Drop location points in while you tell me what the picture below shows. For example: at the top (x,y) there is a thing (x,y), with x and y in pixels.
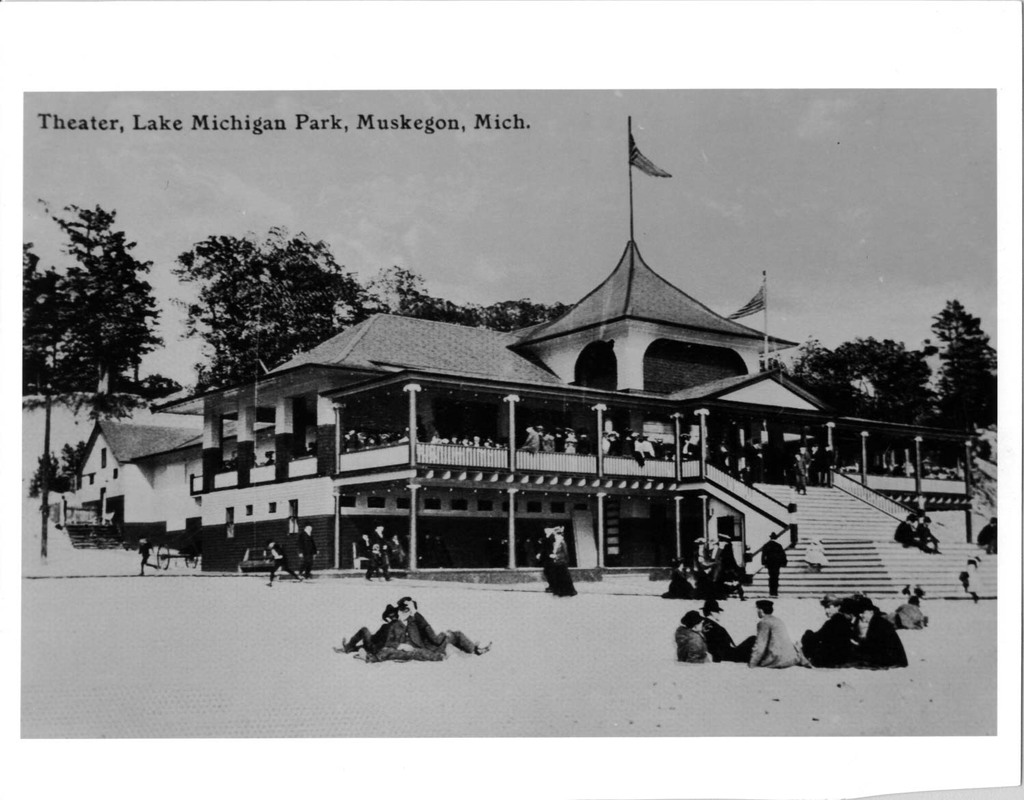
In this image we can see an old black and white photograph, in this photograph there is a building (813,507) with some people (639,448) in the building (434,513), in front of the building (682,484) there are a few people (818,641) sat on the surface (118,647), there is a flag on top of the building (556,318), behind the building (416,329) there are trees (244,356).
